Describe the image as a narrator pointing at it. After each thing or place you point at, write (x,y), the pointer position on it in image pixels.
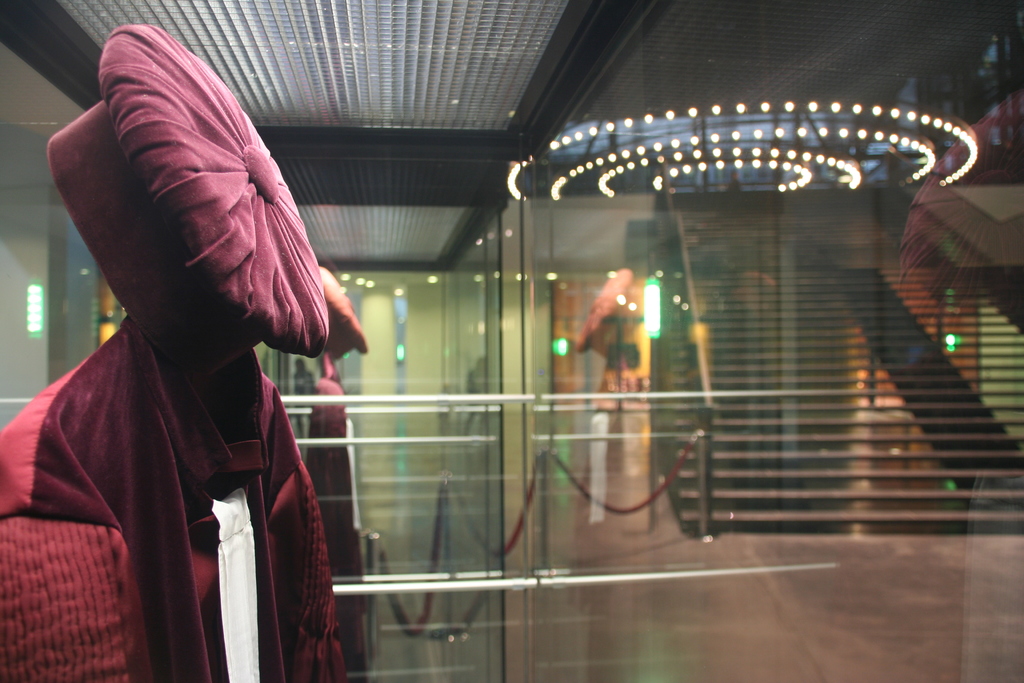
In this image, on the left side (282,600), we can see a dress (251,618) and a hat (248,266). On the right side (805,301), we can see a staircase (837,268). In the background (697,467), we can see a glass window (795,563). At the top (774,10), we can see a roof (837,25) with few lights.
